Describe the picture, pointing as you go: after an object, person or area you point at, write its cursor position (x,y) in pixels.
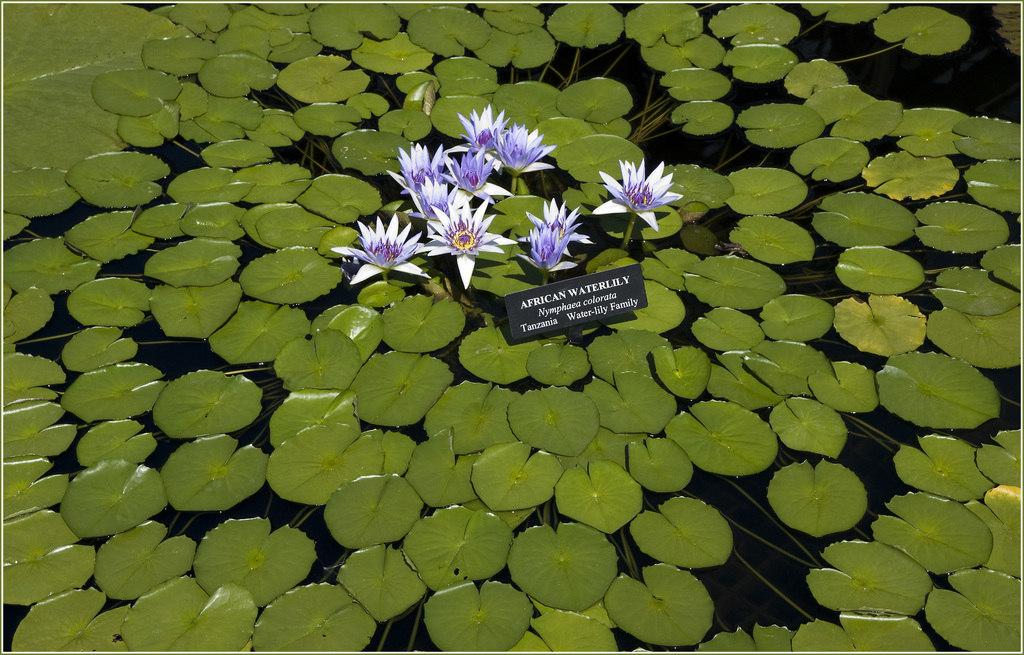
In this image I can see flowers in white and purple color, a board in black color and many leaves (522,413) in green color on the water (827,345).
